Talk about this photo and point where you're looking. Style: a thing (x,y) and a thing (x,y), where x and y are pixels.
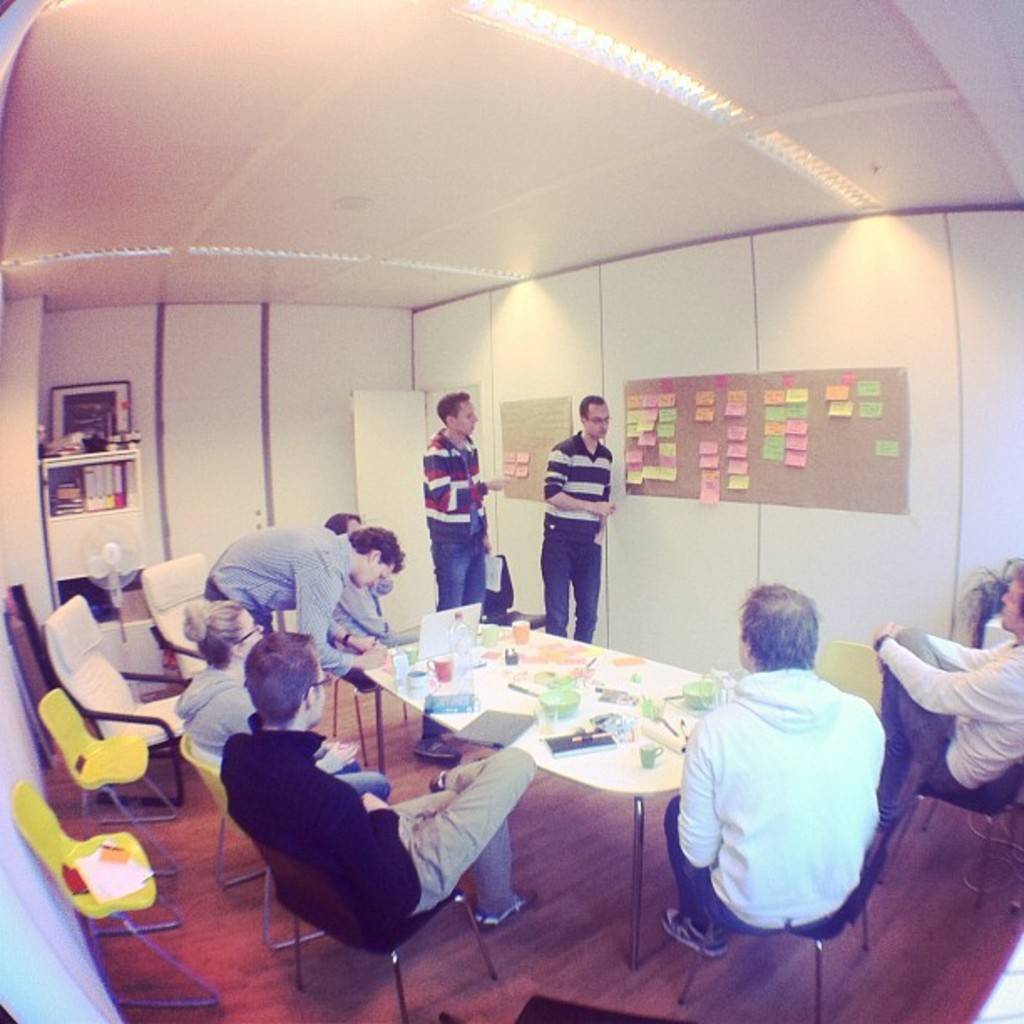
A picture inside of a room (319,982). On wall (622,346) there are notes (797,446). Far in a rack (133,525) there are book (105,479). These persons (969,694) are sitting on a chair (209,759). This 2 persons (471,584) are standing. On this table (547,671) there is a coffee mug (516,624), book (585,747), pen (585,734), and laptop (446,621).
